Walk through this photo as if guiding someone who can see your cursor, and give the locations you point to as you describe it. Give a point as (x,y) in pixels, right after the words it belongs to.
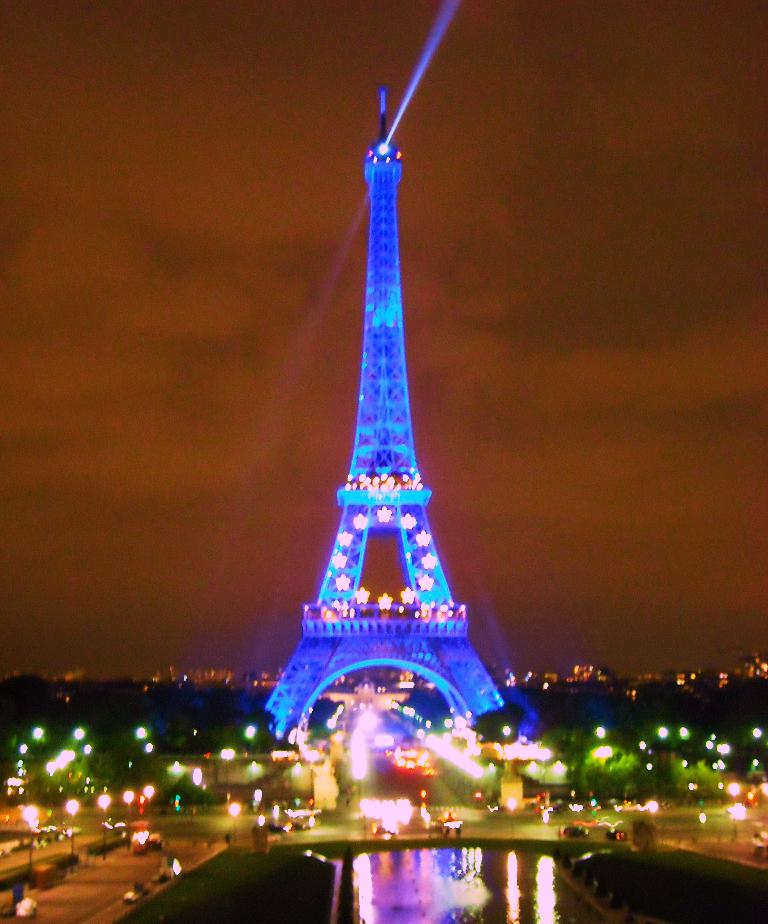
In the center of the image (407,554) we can see an Eiffel tower (440,643) with lights (430,567). In the foreground (432,910) we can see group of vehicles (576,830) parked on bridge (563,816), water (436,849) and some light poles (757,728). In the background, we can see buildings (576,669) and the sky (525,455).
